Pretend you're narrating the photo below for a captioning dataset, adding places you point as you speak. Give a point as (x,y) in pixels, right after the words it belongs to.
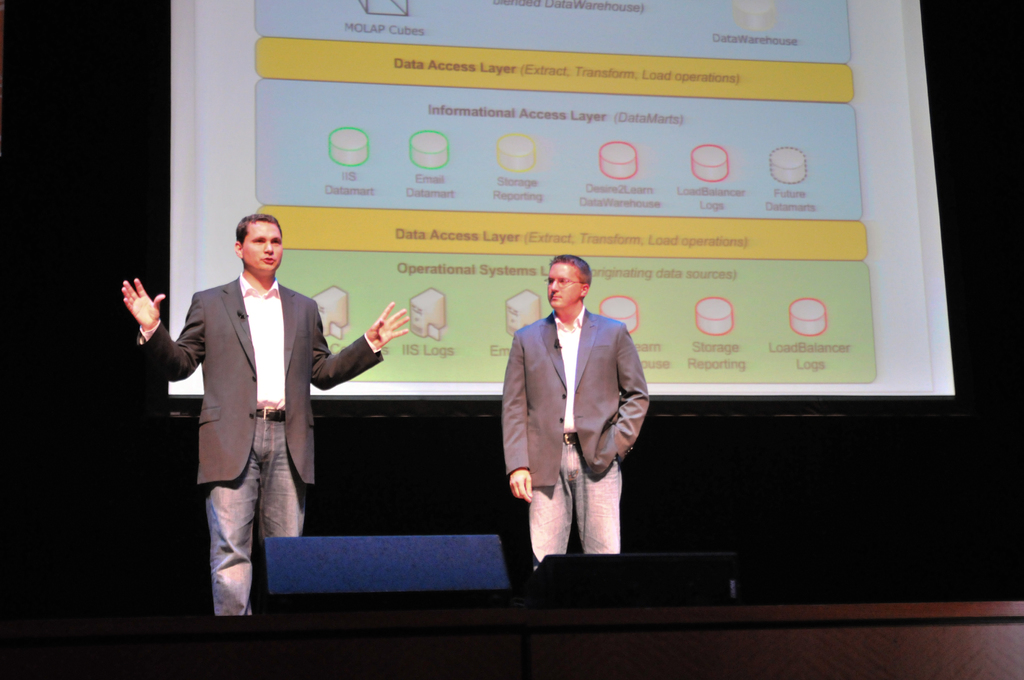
In this image we can see two people (257,465) standing. They are wearing suits (522,385). At the bottom (507,599) there are speakers (636,598). In the background (826,317) there is a screen (488,144).
